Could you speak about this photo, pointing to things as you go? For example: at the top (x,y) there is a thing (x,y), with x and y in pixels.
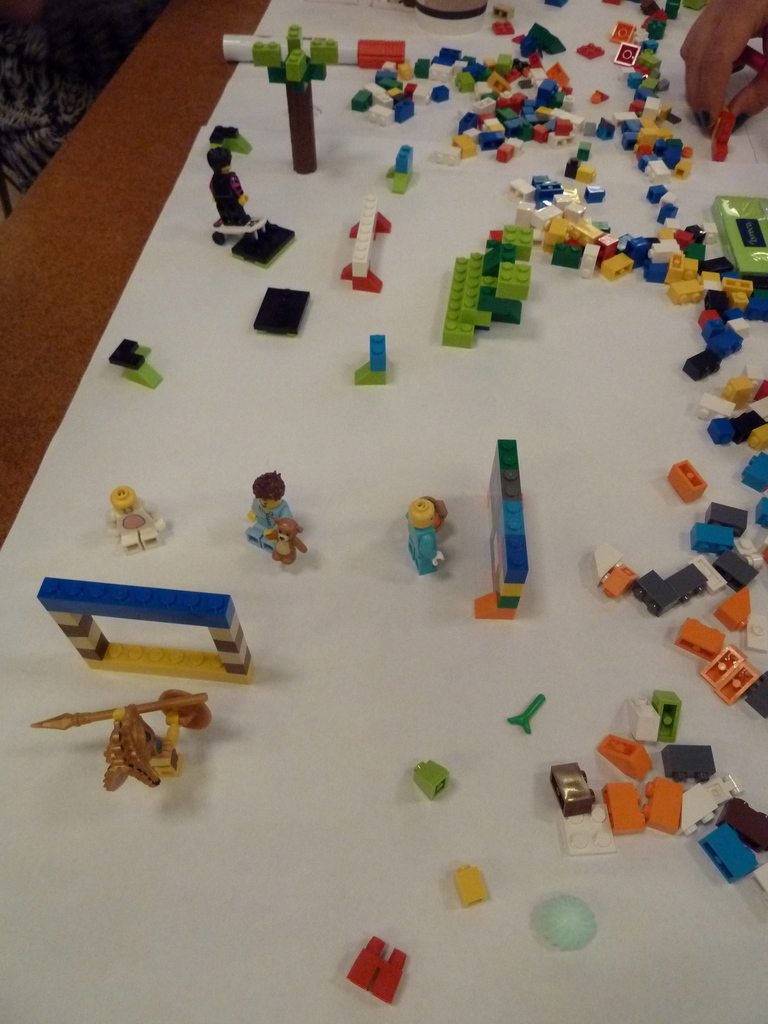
In this image we can see there are toys (276,492) on the white surface (334,664).
